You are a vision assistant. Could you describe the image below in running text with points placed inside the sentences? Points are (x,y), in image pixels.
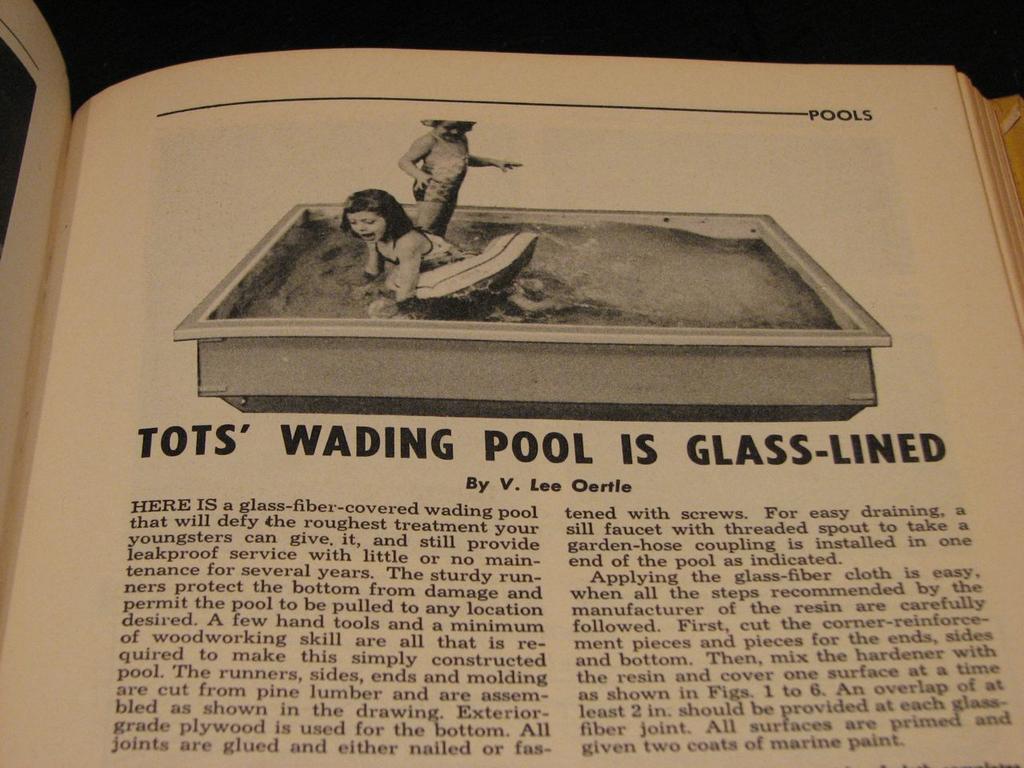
In this picture we can see a paper (35,377) with an image (391,248) of two kids (355,223), water (354,275) and a pool (504,309). On the paper (420,593), it is written something. Behind the paper (342,141), there is a dark background (969,29).
